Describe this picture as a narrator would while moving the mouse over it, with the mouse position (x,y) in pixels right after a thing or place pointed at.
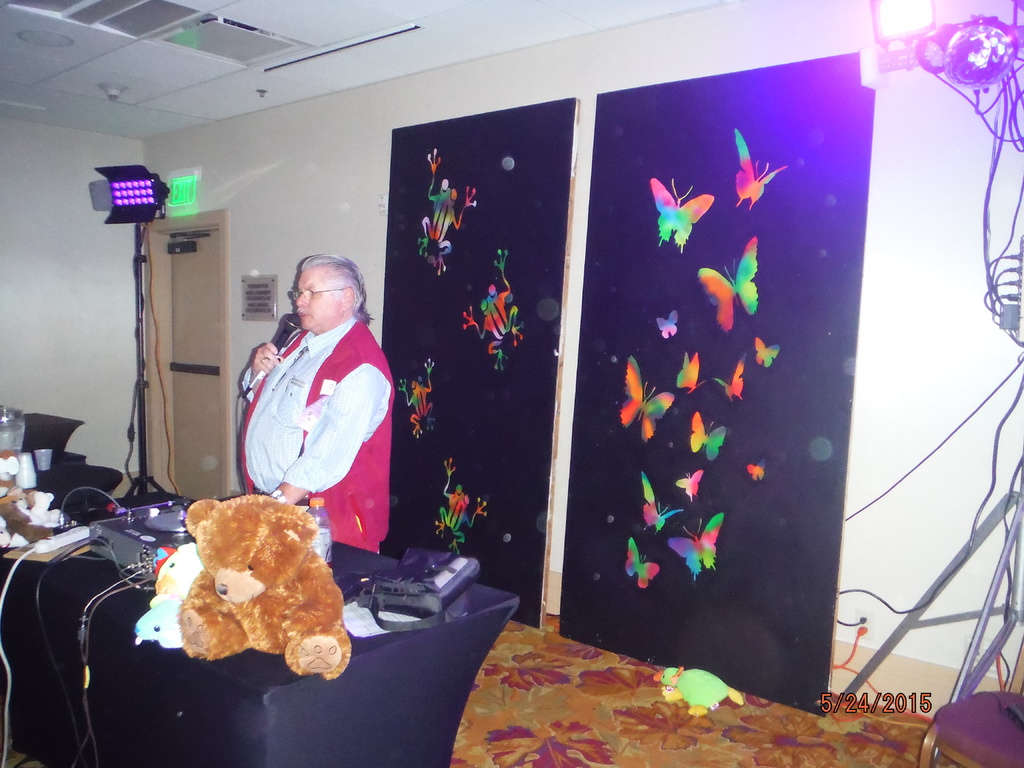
In this image I see a man (303,282) who is holding a mic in his hand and I see that he is wearing a shirt (312,381) and a red color coat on it and I see a teddy bear (262,519), few electronic devices (114,542) and other things (25,481) on this table (80,767) and in the background (69,336) I see the wall (332,137) and I see a door (182,414) over here and I see the lights (1006,46) and few arts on this black color thing (821,620) and I see the floor (619,661) and I see the wires (987,283) over here.
